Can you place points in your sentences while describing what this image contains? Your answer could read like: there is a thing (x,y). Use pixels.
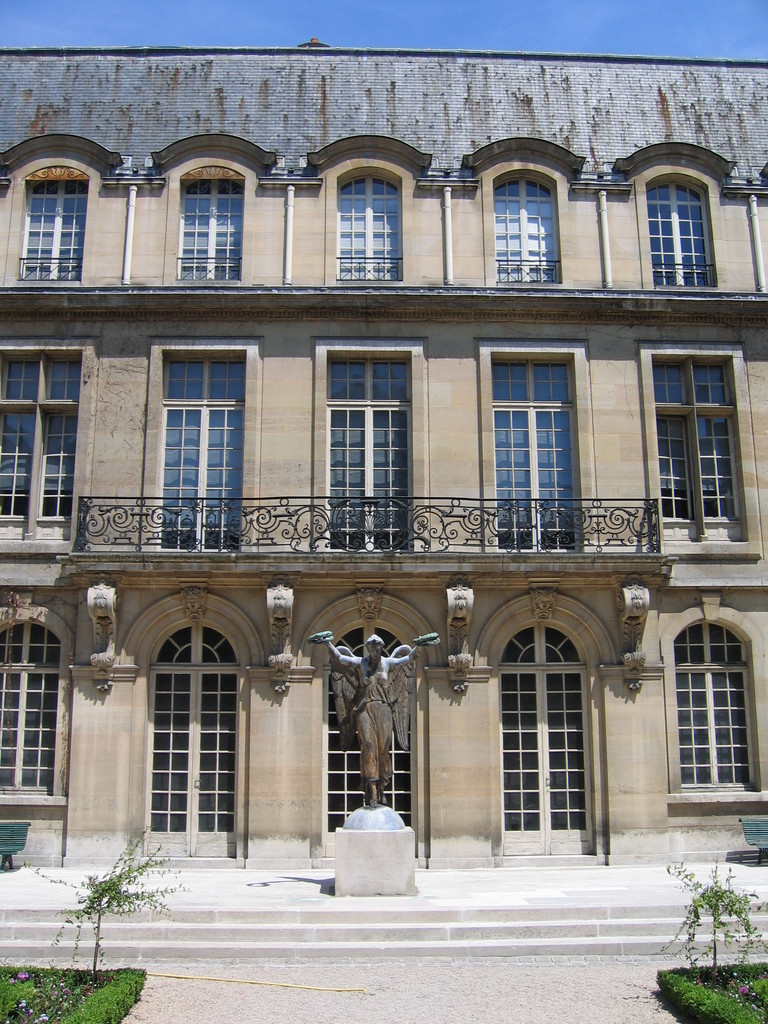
In the picture I can see a building (270,357) which has few glass windows (244,370) on it and there is a statue (381,761) in front of it and there are few plants (54,984) on either sides of it.
